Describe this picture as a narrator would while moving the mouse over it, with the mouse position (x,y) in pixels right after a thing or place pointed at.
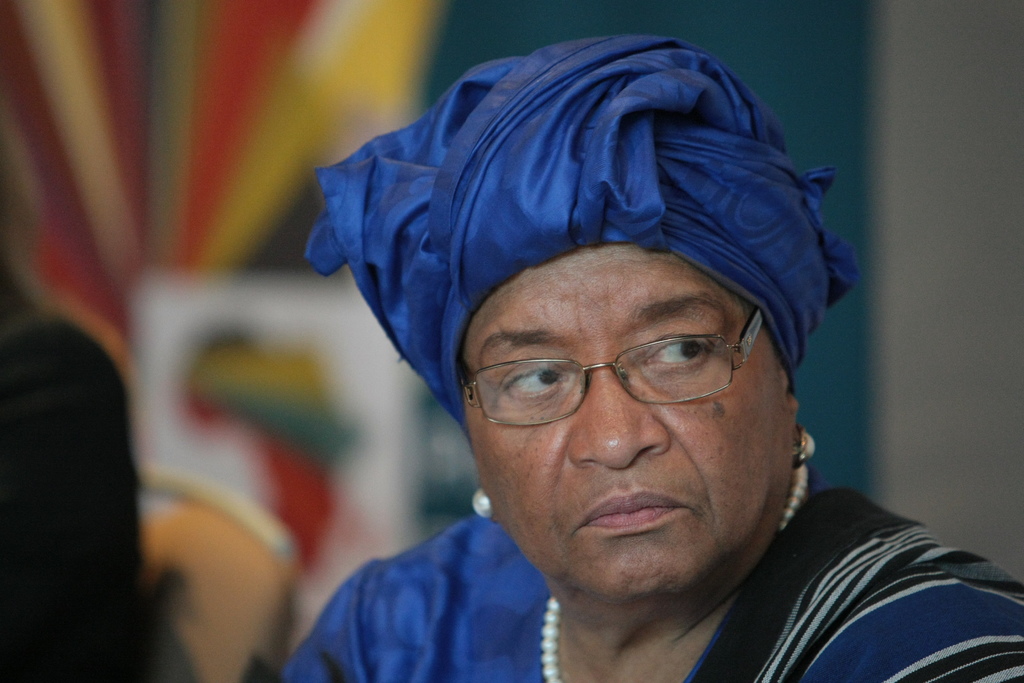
In the picture we can see a person (924,559) sitting with a blue dress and pearl necklace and on the top of the head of the person (704,544) we can see a blue cloth (697,207) and behind the person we can see a wall (329,118) with different colors which are not clearly visible.
